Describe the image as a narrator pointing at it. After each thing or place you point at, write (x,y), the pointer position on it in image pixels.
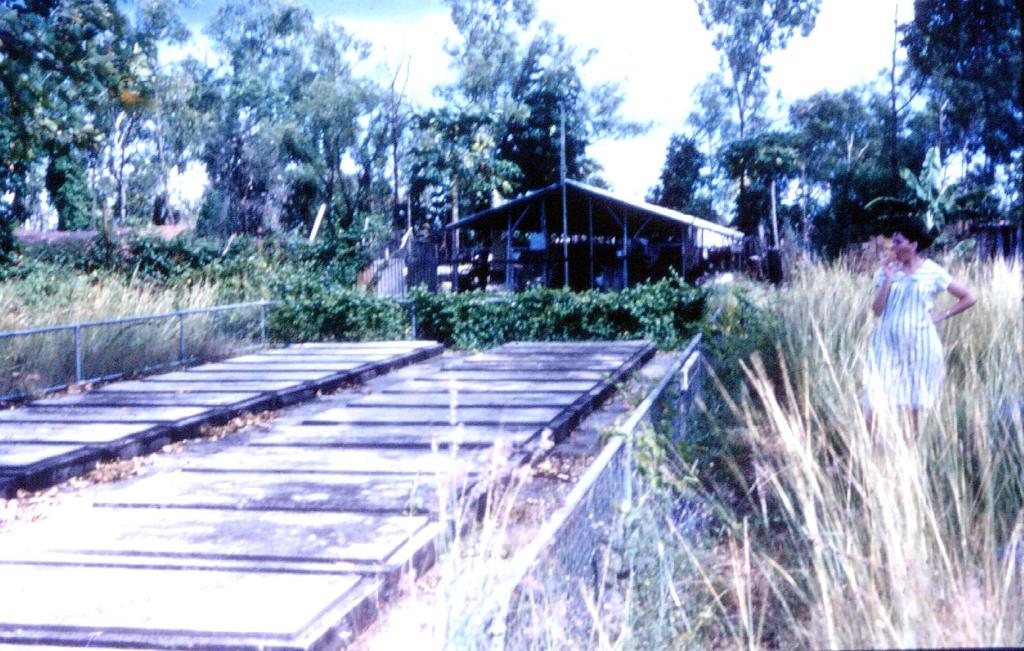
This is an outside view. On the right side (909,355) there is a woman (913,324) standing facing towards the left side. On the ground (850,567) I can see the grass (761,584). In the background (280,279) there are many plants (399,326), trees (322,197) and also I can see a shed (611,235). At the top of the image (605,29) I can see the sky (379,34).
